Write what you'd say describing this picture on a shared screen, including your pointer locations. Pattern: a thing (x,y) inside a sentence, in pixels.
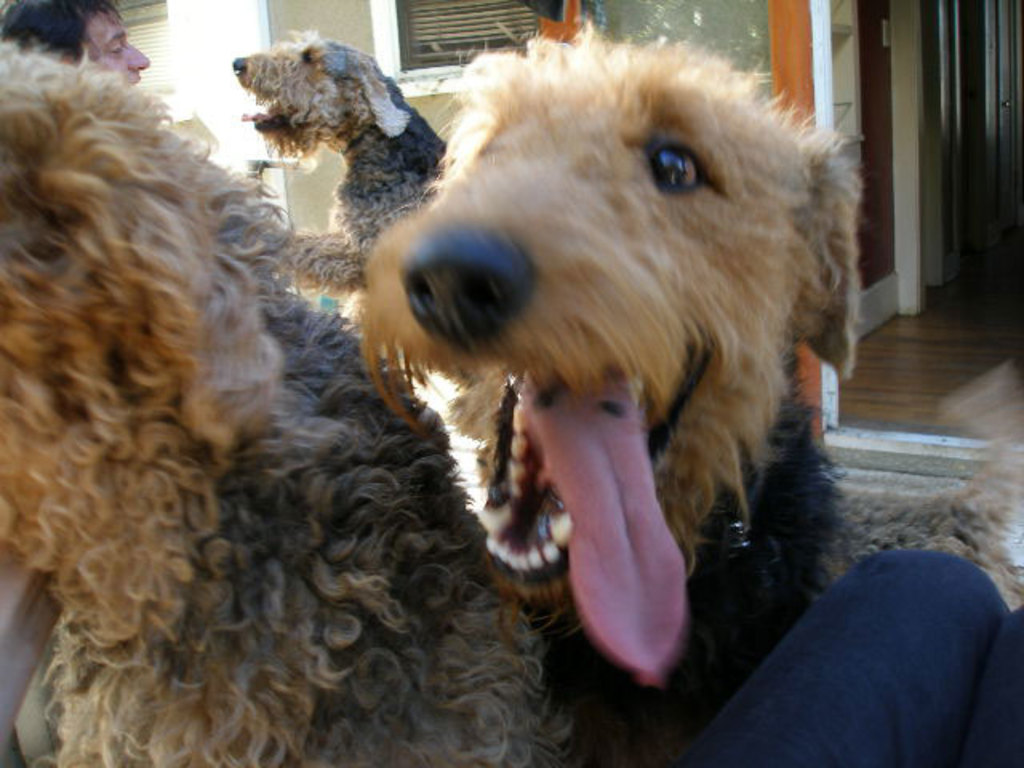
This image consists of dogs (386,477). On the left (63,27), we can see a man (46,24). In the background (492,35), there is a building (232,83) along with windows (480,1) and doors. The dogs (493,547) are in brown color.
